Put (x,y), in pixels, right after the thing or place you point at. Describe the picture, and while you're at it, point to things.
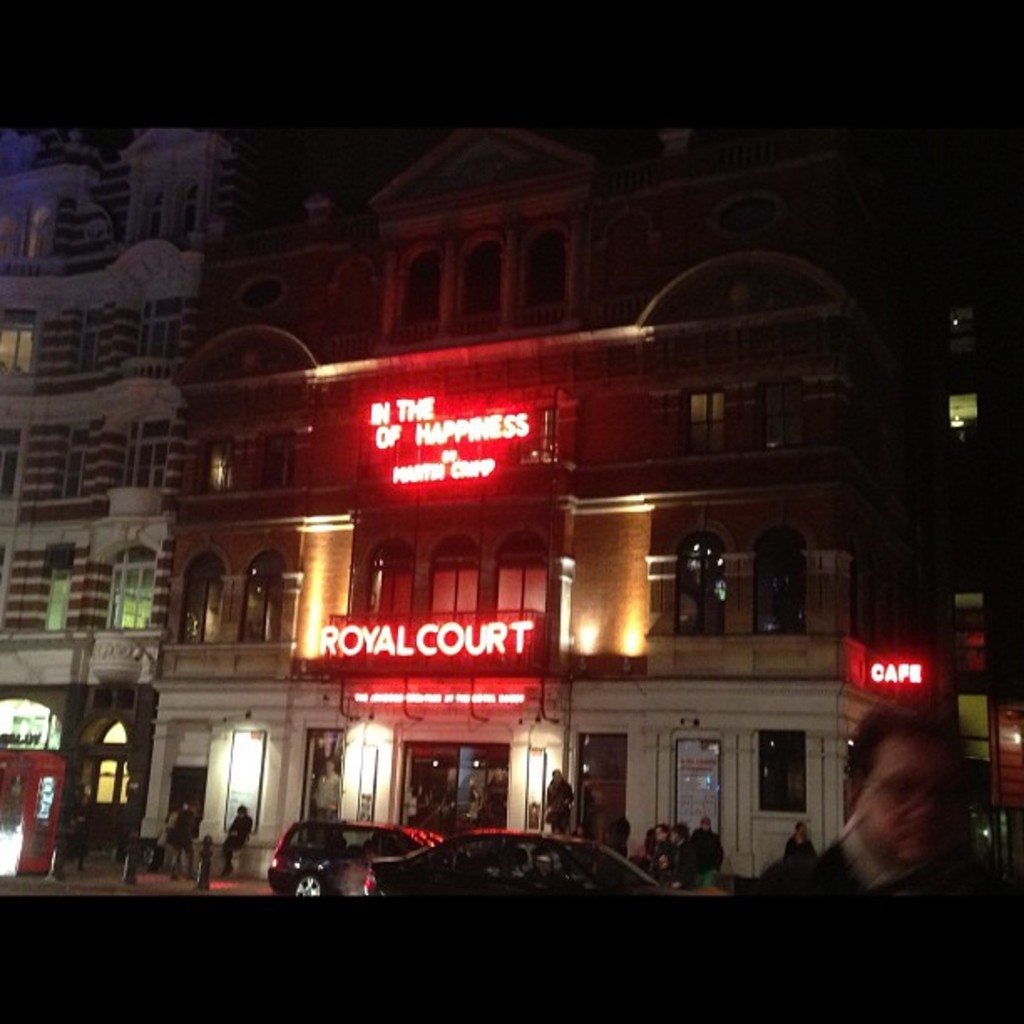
In this image we can see buildings (450,480), there are boards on the wall (554,723) with text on it, there are lights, poles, vehicles (336,865), also we can see a few people (242,839), and the top and bottom parts of the image are black in color.
